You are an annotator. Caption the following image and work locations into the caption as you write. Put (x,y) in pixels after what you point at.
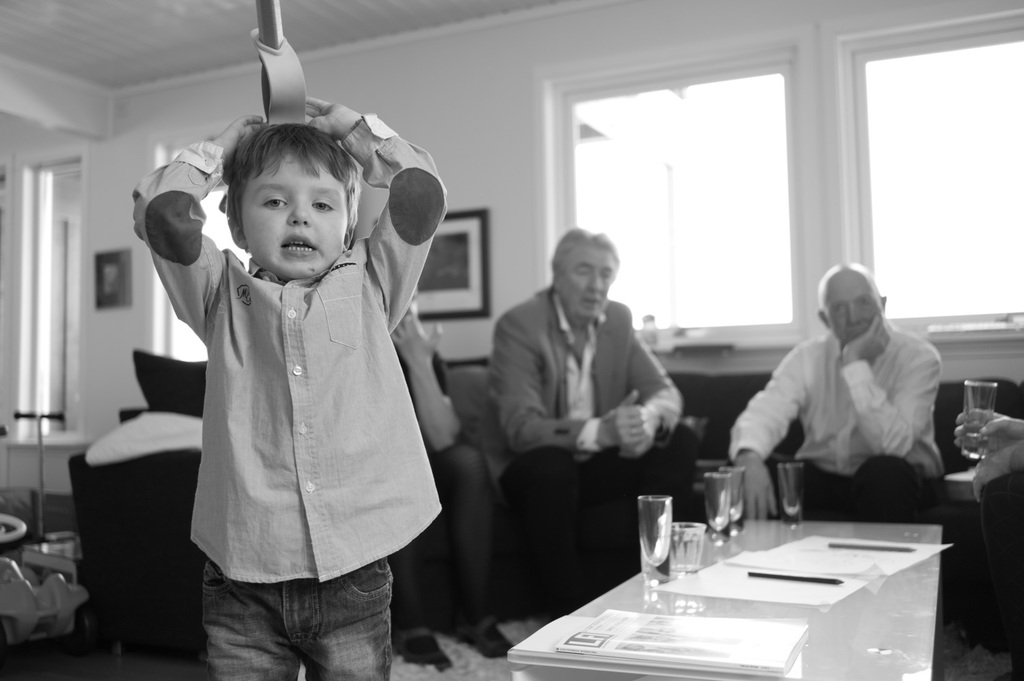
In the picture we can find two men (598,312) and one boy (430,159). Two men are sitting on the chairs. In front of them there is a table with some glass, papers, pens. And the boy (418,166) is standing and doing some action. In the background (625,304) we find a wall (136,130) and windows (662,310).
